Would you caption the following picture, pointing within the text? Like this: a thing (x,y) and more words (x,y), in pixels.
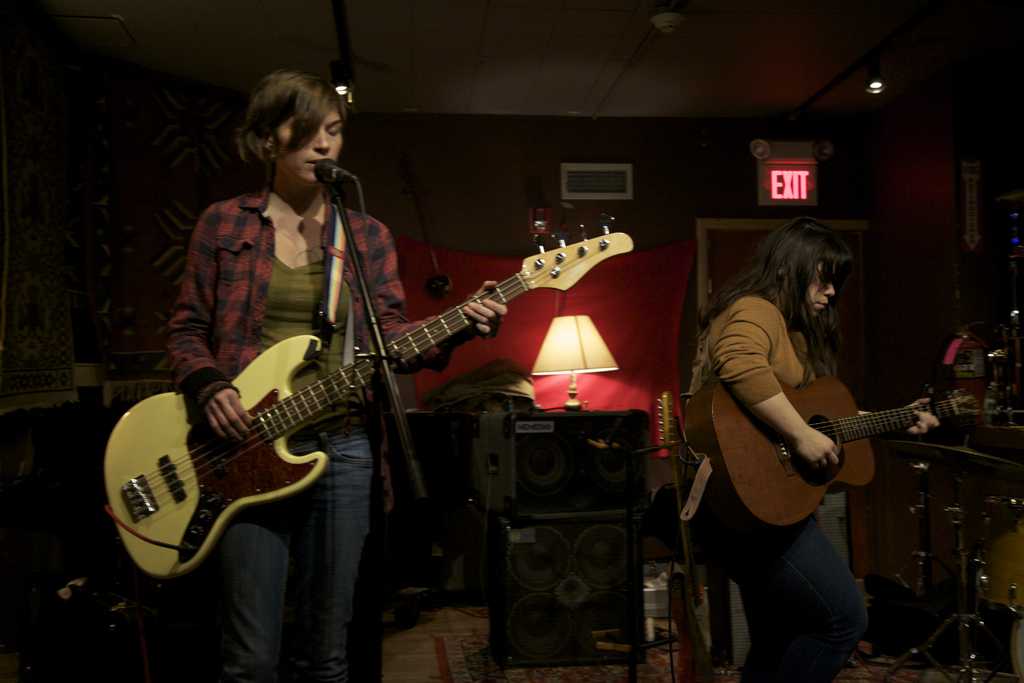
In the image there are two persons (396,272). On left side (285,222) there is a woman (282,257) holding a guitar (293,363) and playing it in front of a microphone (322,183). On right side (761,396) there is another woman (797,425) playing a guitar (732,407) in background (534,447) there are speakers (536,441), lamp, curtain (547,304) in red color, air conditioner (615,190) and a door (708,248) which is closed.
